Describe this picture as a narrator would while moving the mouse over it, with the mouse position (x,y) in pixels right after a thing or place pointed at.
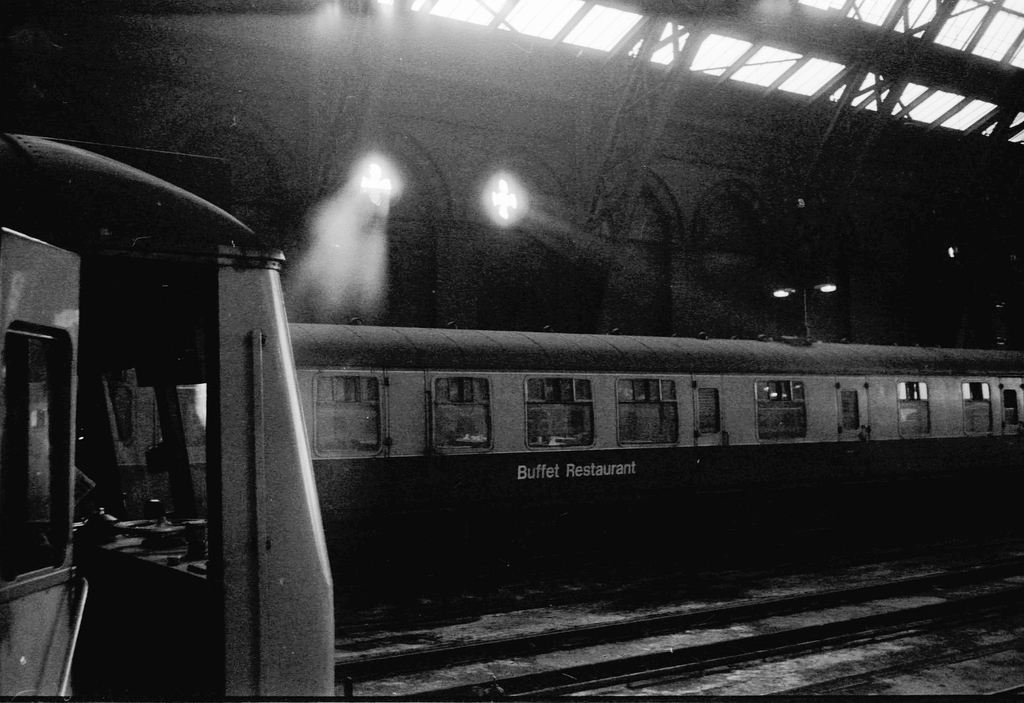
This picture might be taken in a railway station (578,447), in this picture in the center (417,414) there is one train (392,401). And in the background (633,125) there are some lights (354,232), wall (775,204) and some iron rods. On the left side (142,512) there is one vehicle (230,440), at the bottom (642,640) there is a railway track (822,655).
